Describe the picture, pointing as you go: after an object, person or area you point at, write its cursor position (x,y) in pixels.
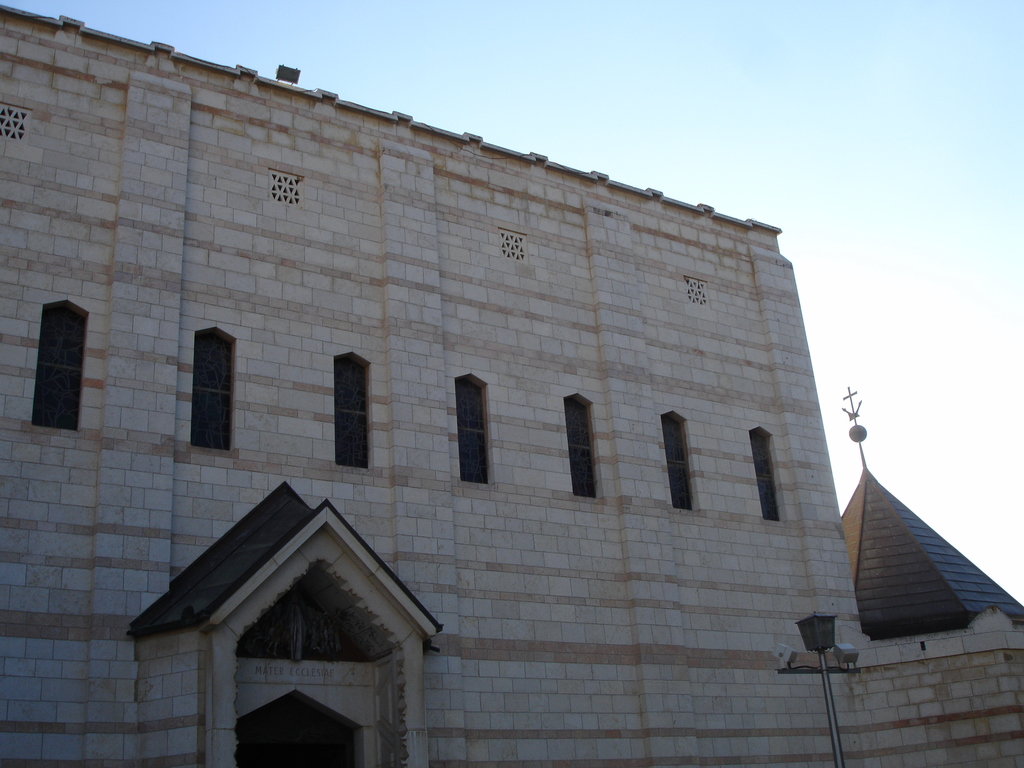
In this picture we can see a building (459,371) with windows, pole (844,668) and in the background (743,134) we can see the sky (857,134).
